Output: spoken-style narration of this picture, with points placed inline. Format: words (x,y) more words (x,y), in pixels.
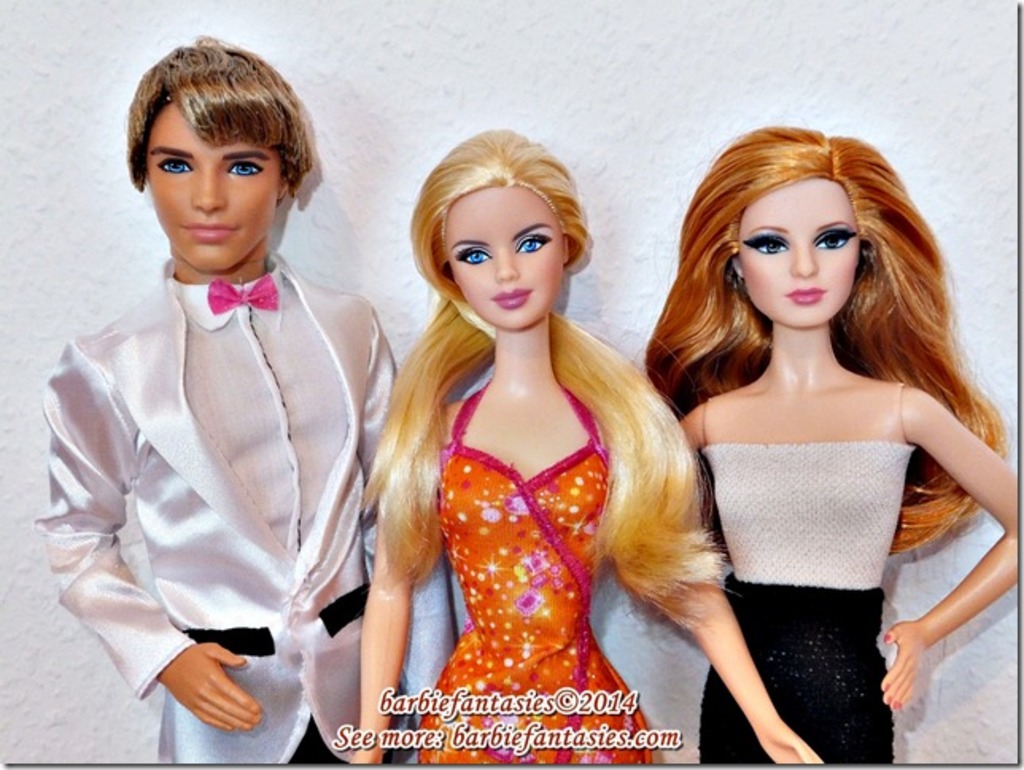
In this image in front (637,432) there are three dolls (545,423). In the background of the image (690,89) there is a wall (740,73) and there is some text (632,701) written at the bottom of the image (583,691).
